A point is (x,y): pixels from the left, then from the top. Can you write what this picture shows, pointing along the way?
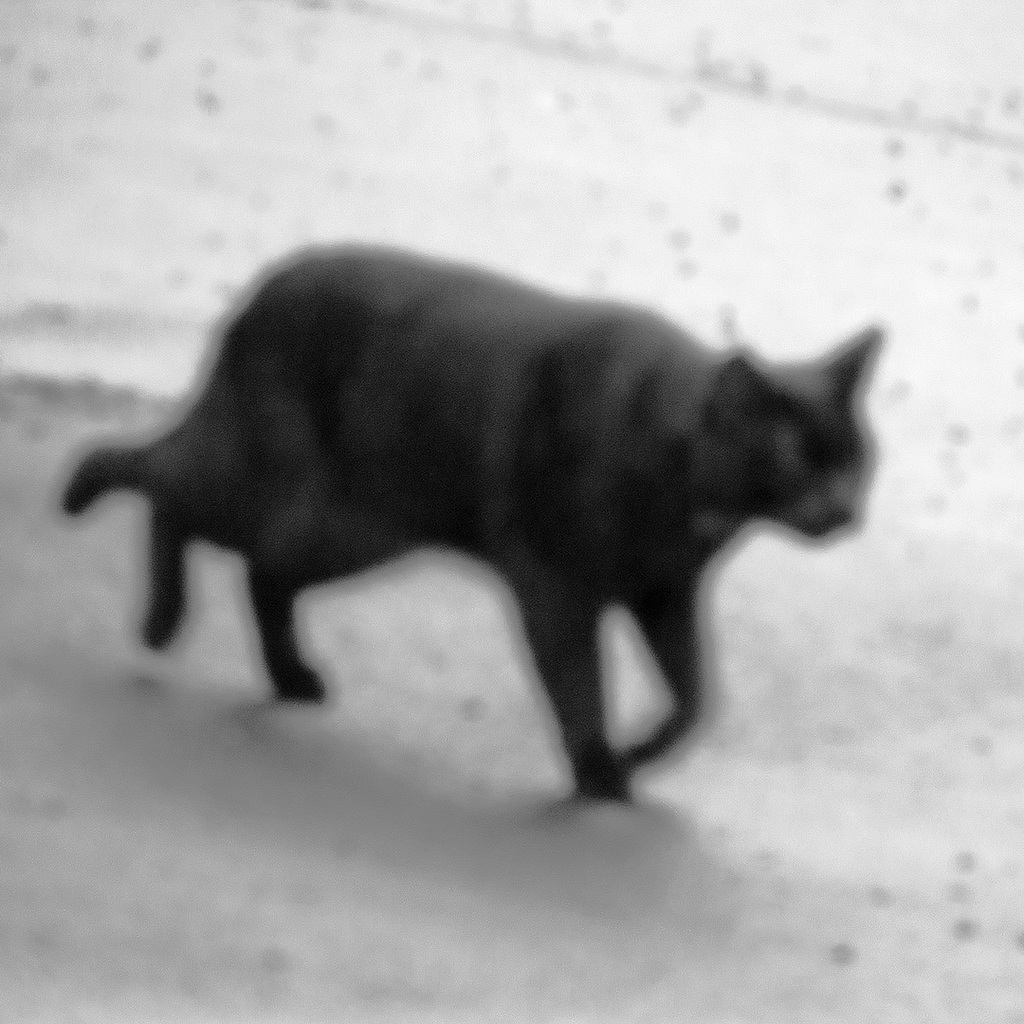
In this picture, there is a black cat (442,365) moving towards the right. The image is little blurred.
